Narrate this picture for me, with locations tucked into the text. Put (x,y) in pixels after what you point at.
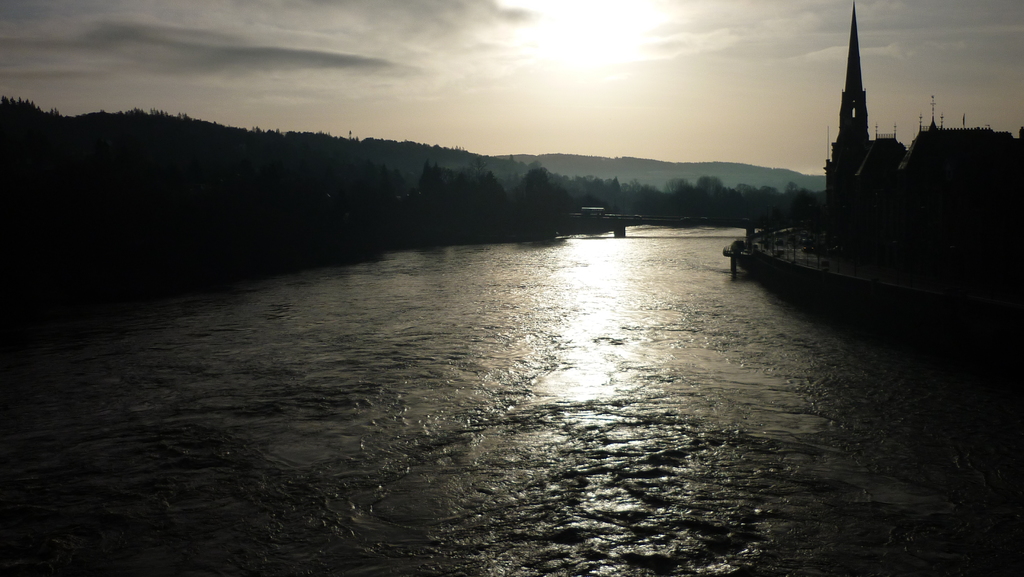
In this picture I can see the water (607,397) in the middle (652,383), on the right side (940,180) there are buildings (962,183). On the left side (255,182) I can see the trees (443,192), at the top (559,55) there is the sky (540,42).
